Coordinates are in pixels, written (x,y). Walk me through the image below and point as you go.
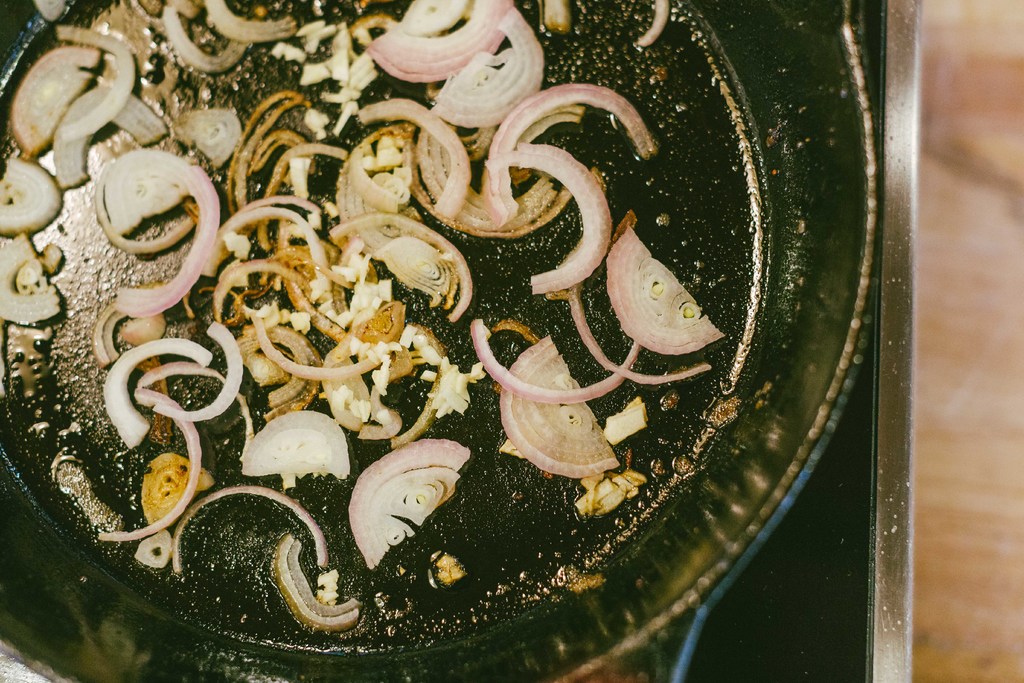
In this image we can see a pan (500,349) containing onions (376,433) placed on the stove (776,594). On the right (968,597) there is a floor (970,422).
